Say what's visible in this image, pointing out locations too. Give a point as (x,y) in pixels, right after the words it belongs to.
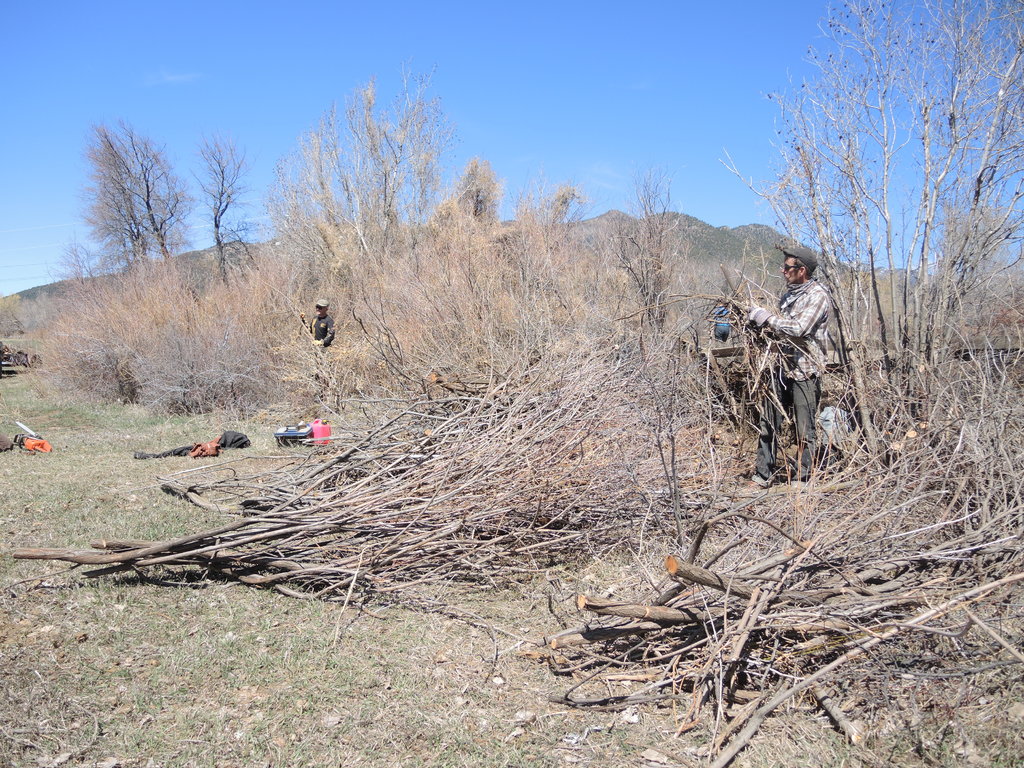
In this image on the right (792,382) there is a man (806,379), he wears a shirt (806,373), trouser (803,404), cap (793,251). At the bottom (564,671) there are clothes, some items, trees (415,327), plants (821,505), grass (505,651). In the middle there is a man (325,346). At the top (335,243) there are hills (778,243), trees (478,237), sky (302,83) and clouds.
